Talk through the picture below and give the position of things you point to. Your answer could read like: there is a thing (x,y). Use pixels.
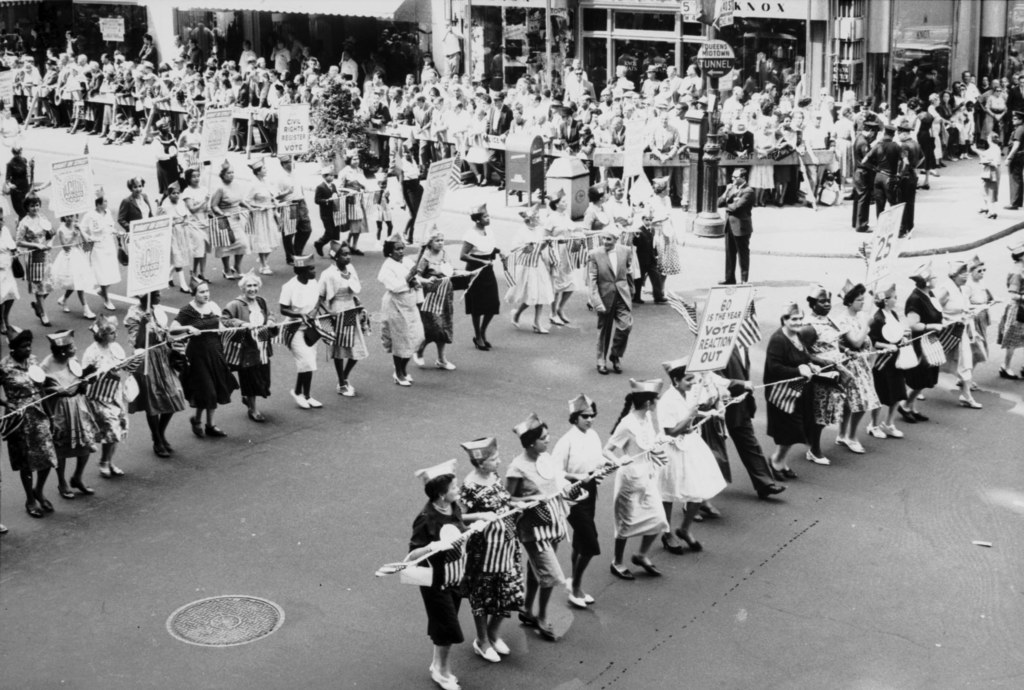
This is a black and white image. In this image we can see there are people (583,414) holding objects (793,381). Among them few people (160,295) are holding boards (146,227). There are stores (675,57).
